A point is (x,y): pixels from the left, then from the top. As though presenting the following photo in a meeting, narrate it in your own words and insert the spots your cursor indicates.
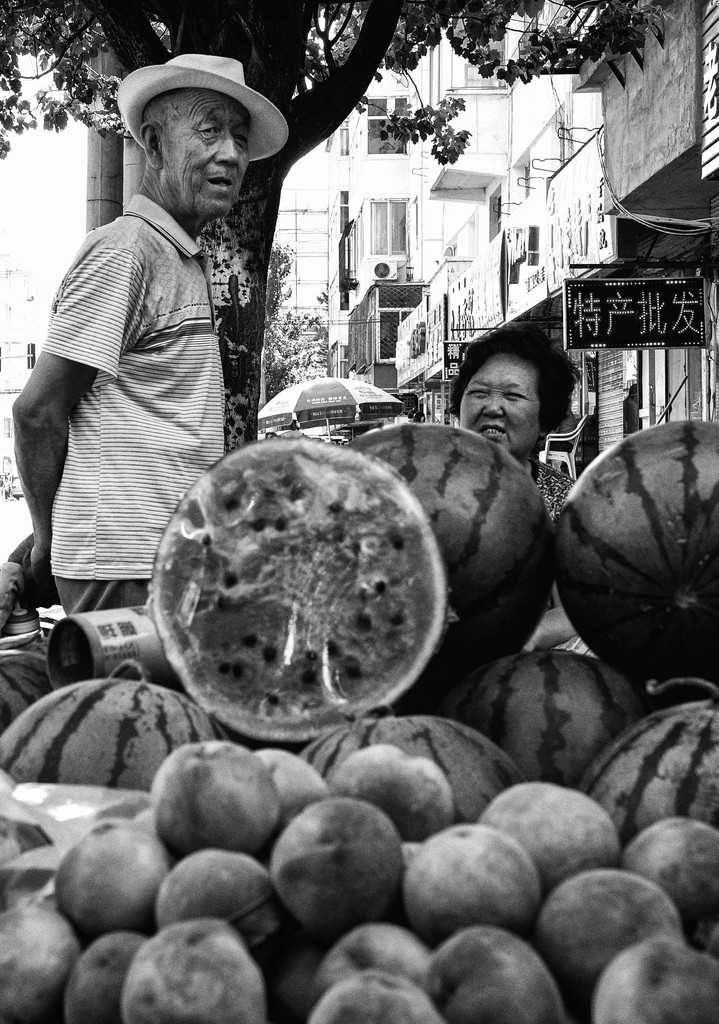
In this picture there is a black and white photograph of the fruits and watermelon (142,745). Behind there is a old man (163,215) wearing a cow boy cap (204,71), standing and looking on the right side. Beside there is a woman (528,416) sitting on the chair (545,461). In the background (505,282) we can see some shops (573,262), building (552,93) and tree trunk (263,225).
